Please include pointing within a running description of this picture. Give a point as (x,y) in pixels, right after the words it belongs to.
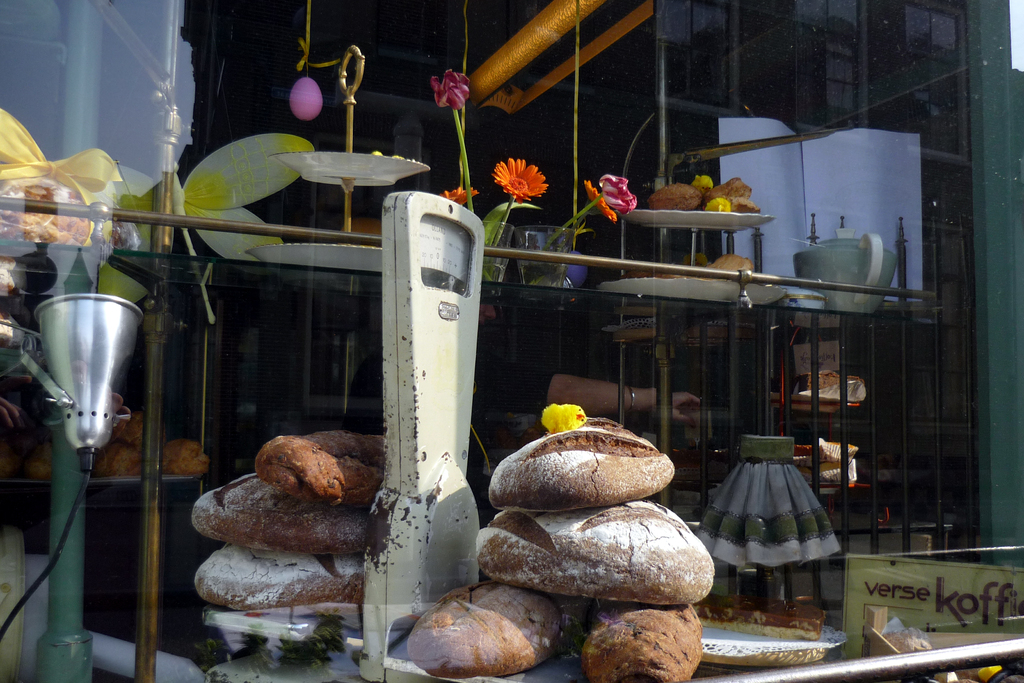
This is the picture of a weighing machine (426,232) on which there are some breads (273,484) and to the side there is a fencing (736,345), table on which there are some things (802,307) placed and also we can see some plants (458,122) and some other things (375,183).
